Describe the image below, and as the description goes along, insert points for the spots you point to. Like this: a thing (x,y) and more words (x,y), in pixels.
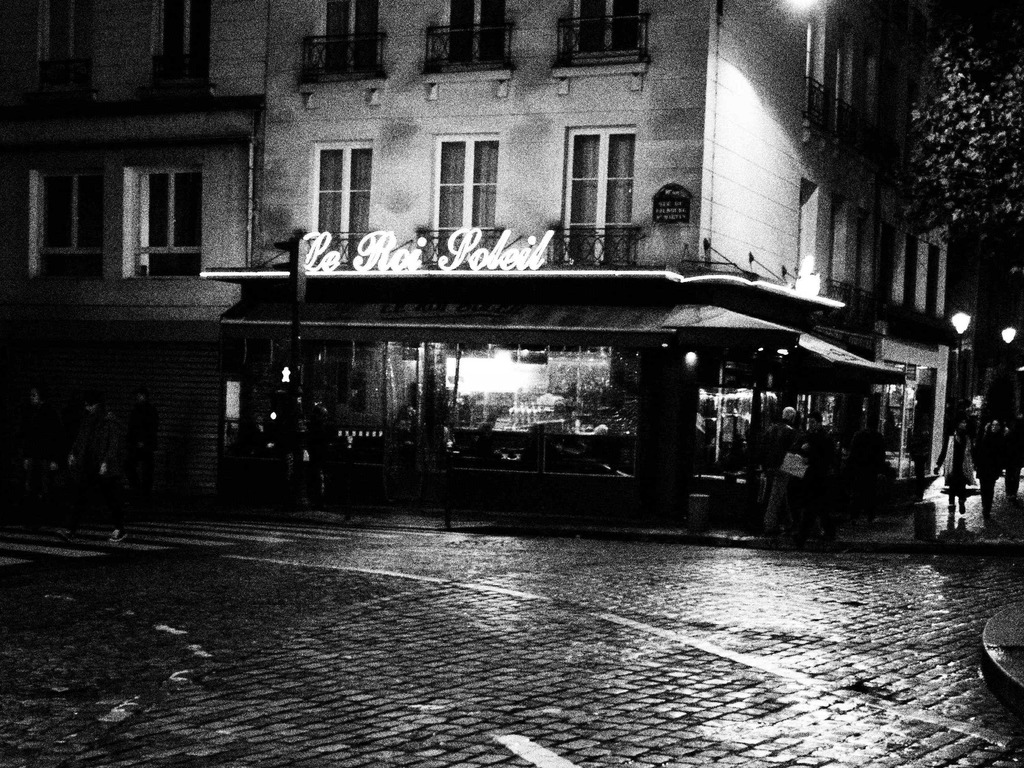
Here this is a black and white image, in which we can see a building (600,123) with number of windows (447,218) present and we can also see a store (534,351) present and we can see number of people (767,462) standing and walking on the road (912,559) and we can also see lamp posts (961,375) present and we can see trees (957,225) and plants (973,196) present.
